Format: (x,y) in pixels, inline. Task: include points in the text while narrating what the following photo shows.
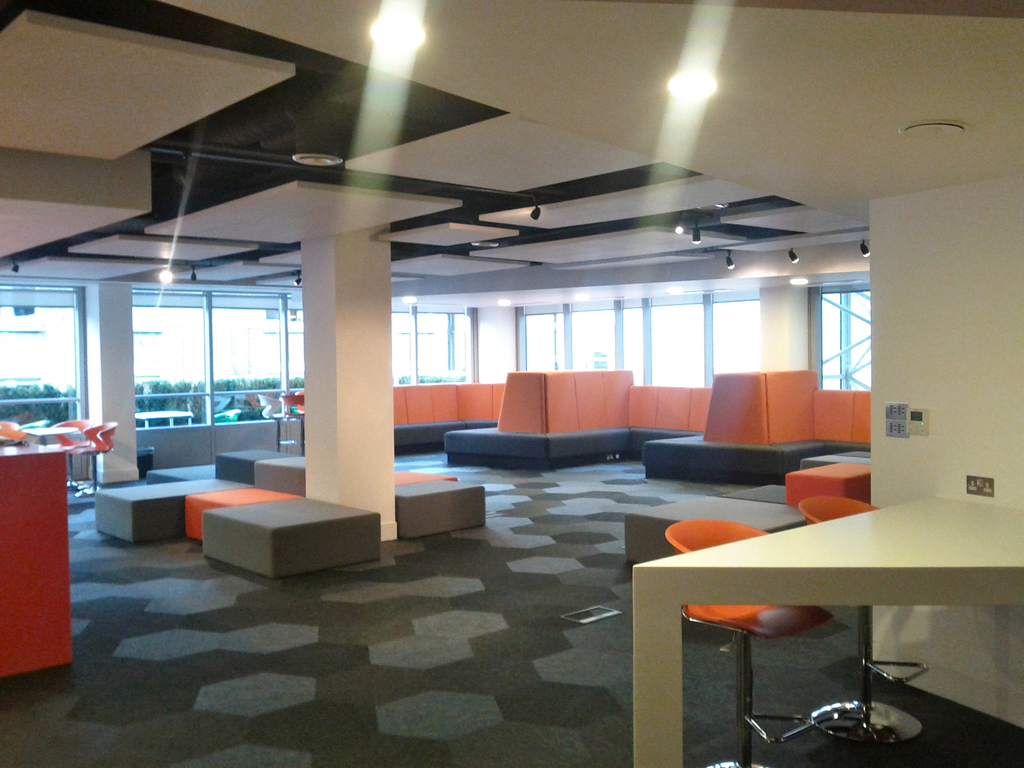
This is a picture taken in a room (871,488). In the foreground of the picture (773,554) there are chairs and table (860,562). In the center of the picture (438,482) there are couches (465,447), seats (789,488) and table (25,500). In the background (278,334) there is a glass window (458,326), outside the window (146,391) we can see trees (60,407). At the top (579,128) there are lights (168,274) to the ceiling (613,241).
